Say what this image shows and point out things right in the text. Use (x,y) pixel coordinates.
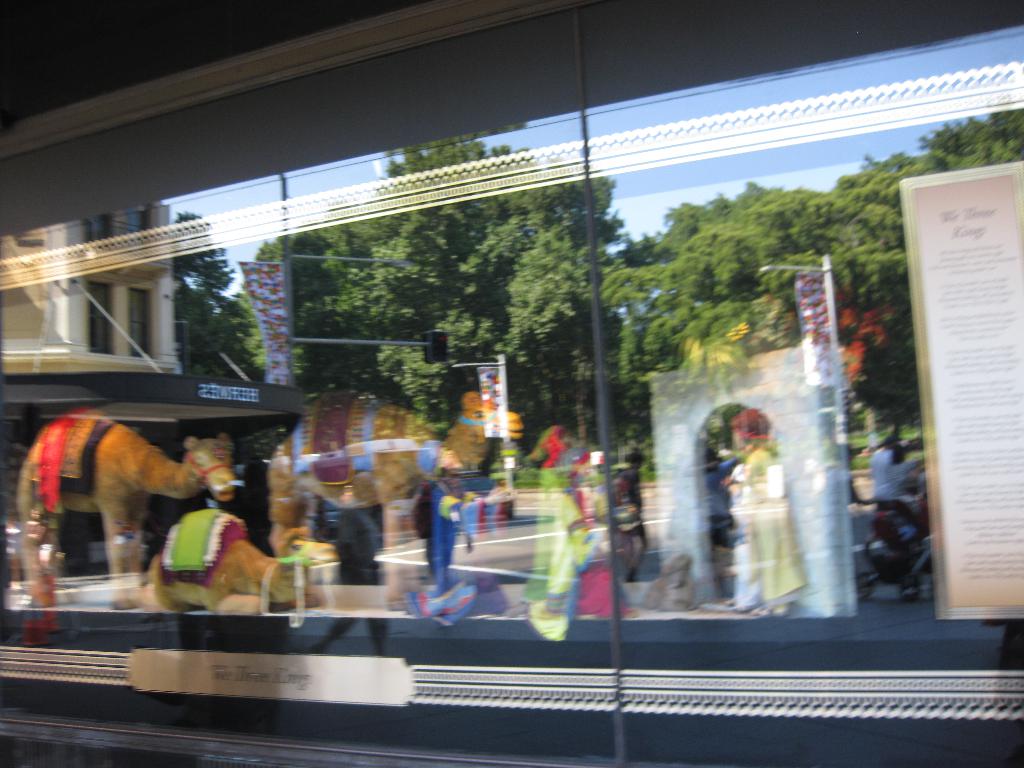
In this picture I can see toys of camels (310,452) and some other items (947,470), and there is a reflection (387,380) of a building (163,207), group of people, road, trees (615,445) and sky (685,199).
